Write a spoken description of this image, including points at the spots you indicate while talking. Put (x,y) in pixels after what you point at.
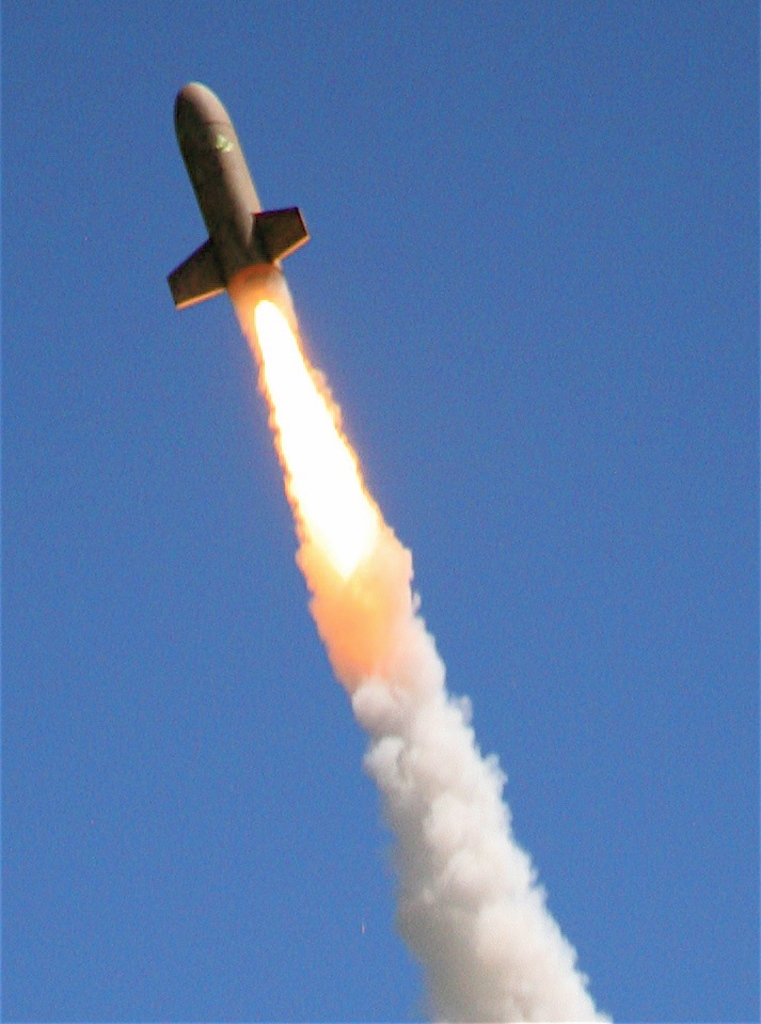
At the top of this image (220,178) I can see a rocket (232,197). Below the rocket (242,232) I can see a fire (303,448) and fume (426,760). In the background (541,445), I can see the sky (579,182).
